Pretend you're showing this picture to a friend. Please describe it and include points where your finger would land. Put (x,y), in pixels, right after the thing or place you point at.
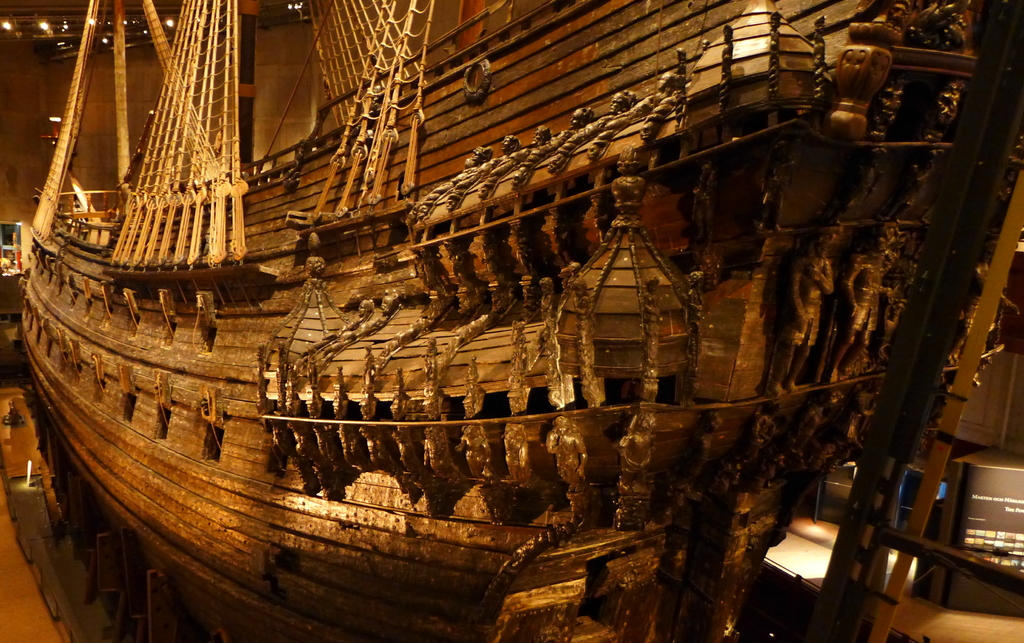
In this image we can see wooden ship (527,386). In the background (293,126) there is a wall (297,66) and lights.
